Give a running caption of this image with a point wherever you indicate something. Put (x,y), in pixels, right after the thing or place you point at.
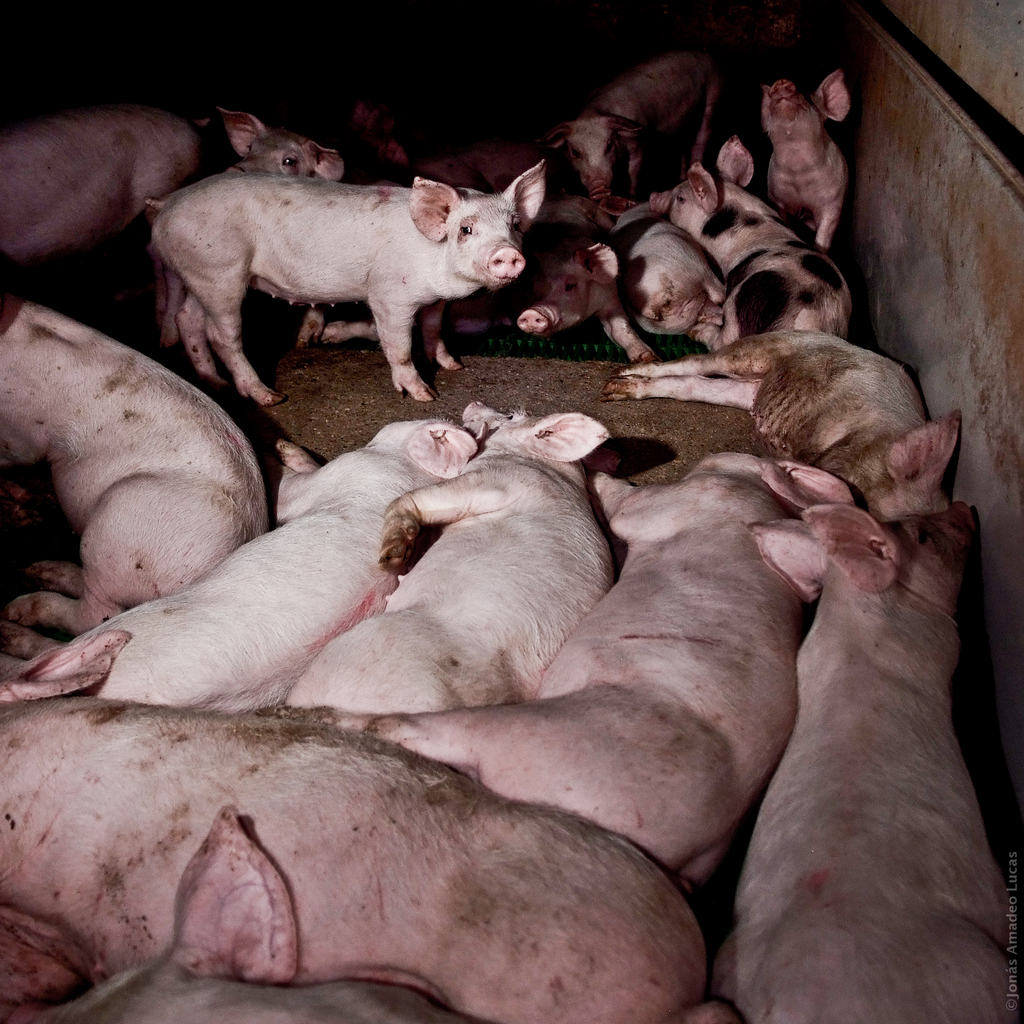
In this image I can see number of pigs (565,751) which are cream in color are laying on the ground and I can see few of them are standing. I can see the metal wall (950,208) and the black colored background (75,37).
